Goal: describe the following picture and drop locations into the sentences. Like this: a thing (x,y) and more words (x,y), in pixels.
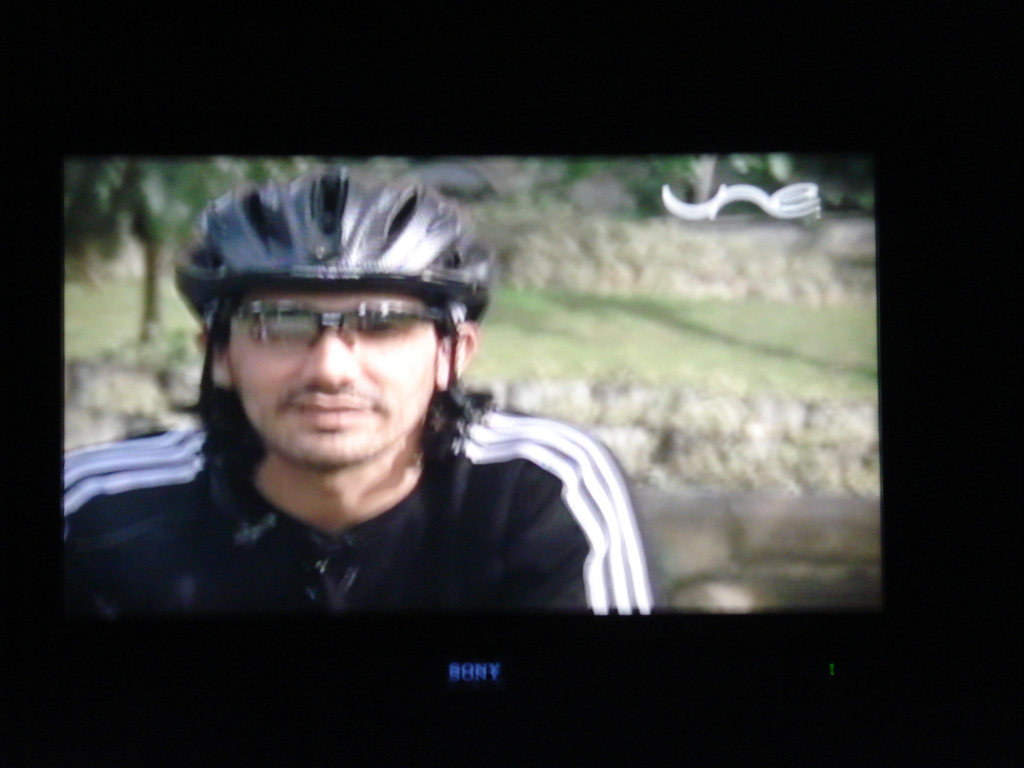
In this image I can see a screen (164,298) and on the bottom side of this image (495,661) I can see something is written. On the screen (395,294) I can see a man (95,447), few trees (86,204) and I can see he is wearing black colour jacket (240,573), shades (269,326) and a black helmet (234,296).
